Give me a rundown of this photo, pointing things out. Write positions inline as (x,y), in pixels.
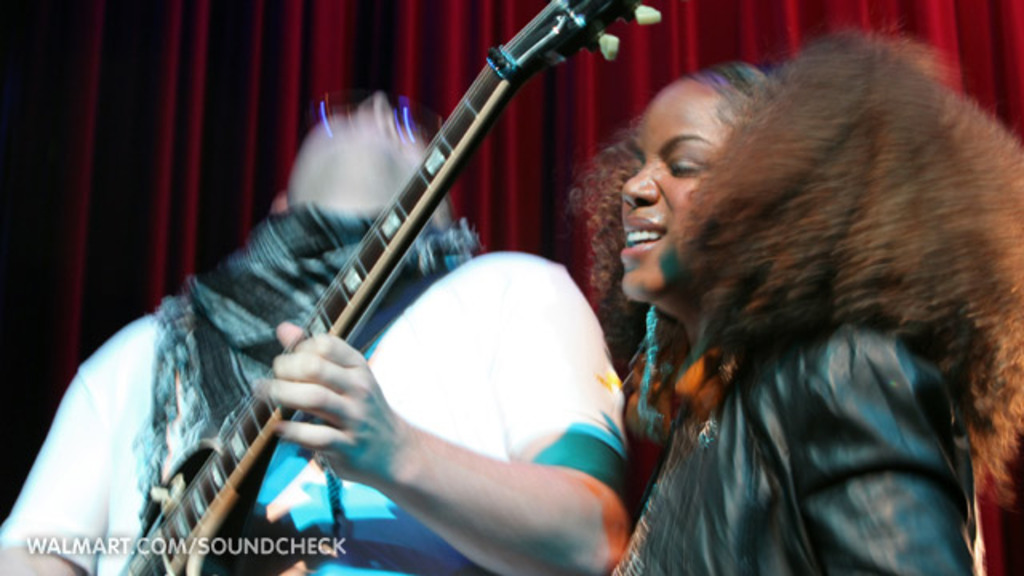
IN this picture there is a man (327,383) who is playing the guitar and a woman (695,109) who is standing at the right side of the image (729,222) and laughing, there are red color curtains (479,29) behind the man (539,431).
